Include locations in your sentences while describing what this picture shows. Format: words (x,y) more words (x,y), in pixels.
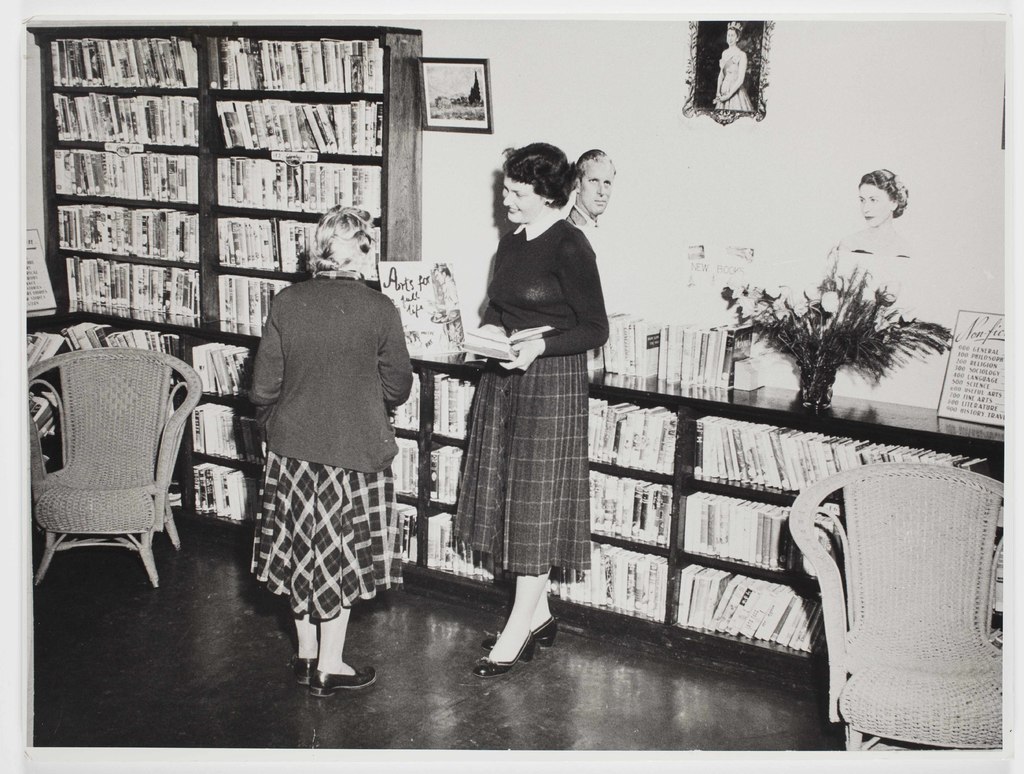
It looks like an old black and white picture. We can see there are two people (291,507) standing on the floor (238,713) and on the left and right side of the people (364,450) there are chairs (947,690). Behind the people (287,416) there are books (167,131) in the shelves (746,497) and on the shelf (758,414) there is a flower vase (791,353). Behind the flower vase (795,331) there is a wall (714,130) with photos (735,72).
